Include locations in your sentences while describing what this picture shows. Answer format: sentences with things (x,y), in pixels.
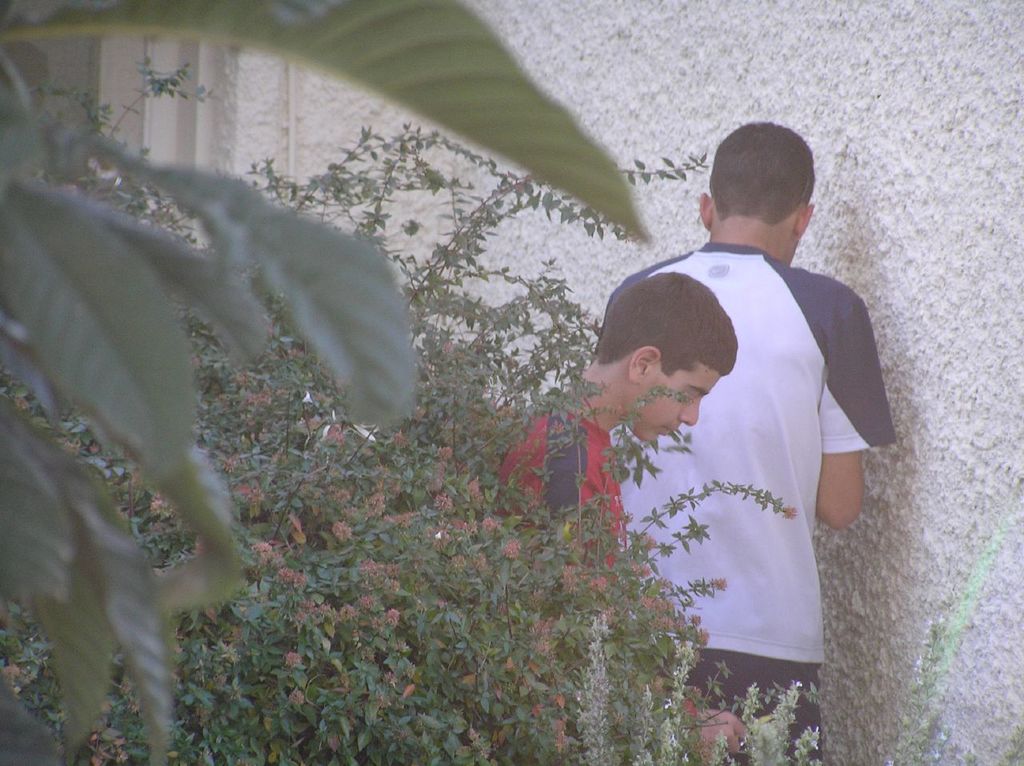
In this image in the center (583,489) there are two persons (708,390), in the foreground (304,427) there are some plants (374,317) and in the background (166,106) there is wall (905,387).
